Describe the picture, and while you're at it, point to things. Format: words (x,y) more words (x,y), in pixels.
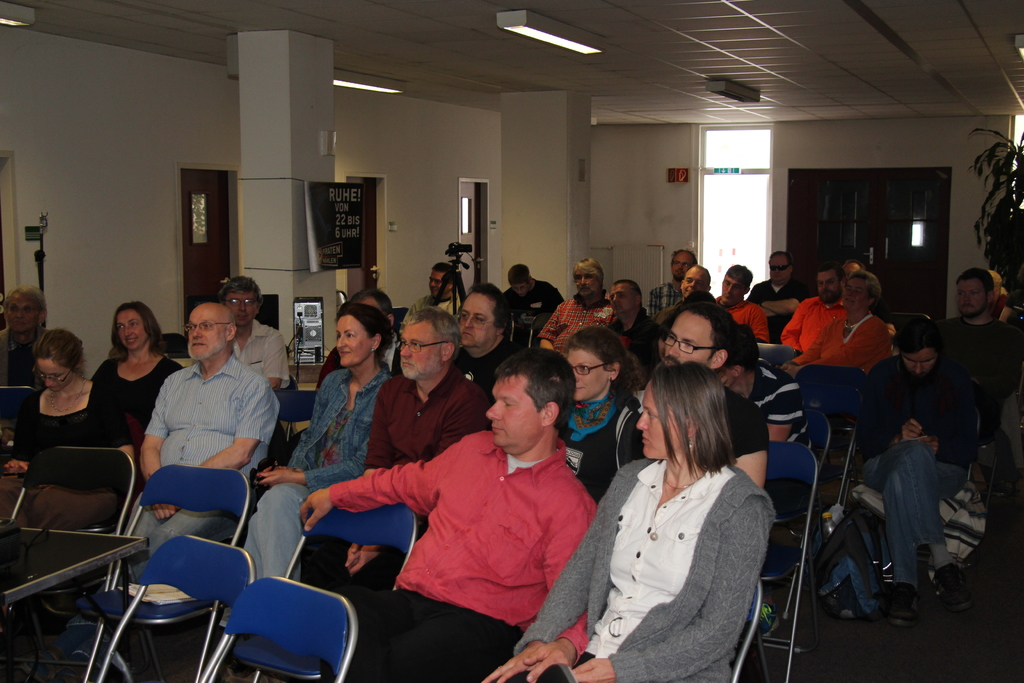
In this picture I can see few people (529,408) seated on the chairs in a room (271,246) and I can see a poster (341,231) with some text (352,220) and I can see a glass door (721,203) and few lights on the ceiling (71,32) and I can see a camera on the stand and I can see a monitor (264,318) and a CPU (316,338) on the table (302,374) and I can see a plant (1010,177) on the right side of the picture (998,153).
